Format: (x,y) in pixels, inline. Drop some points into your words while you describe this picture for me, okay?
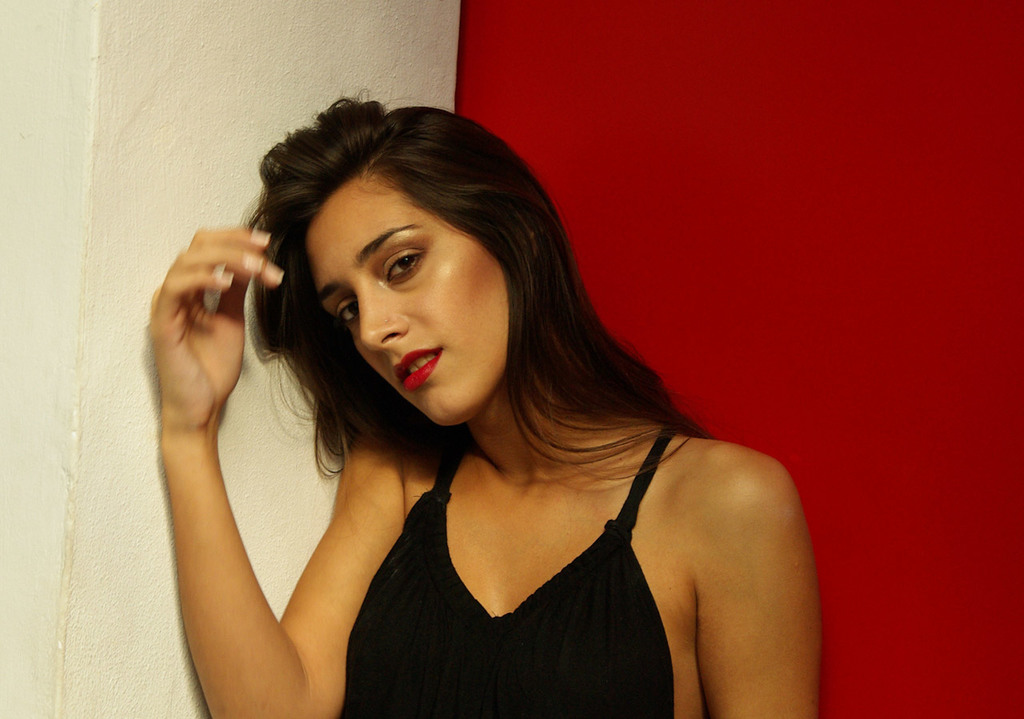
In this image there is a girl (679,489) standing. Behind her there is a wall (438,85). To the right (794,324) the wall (814,295) is in red.
